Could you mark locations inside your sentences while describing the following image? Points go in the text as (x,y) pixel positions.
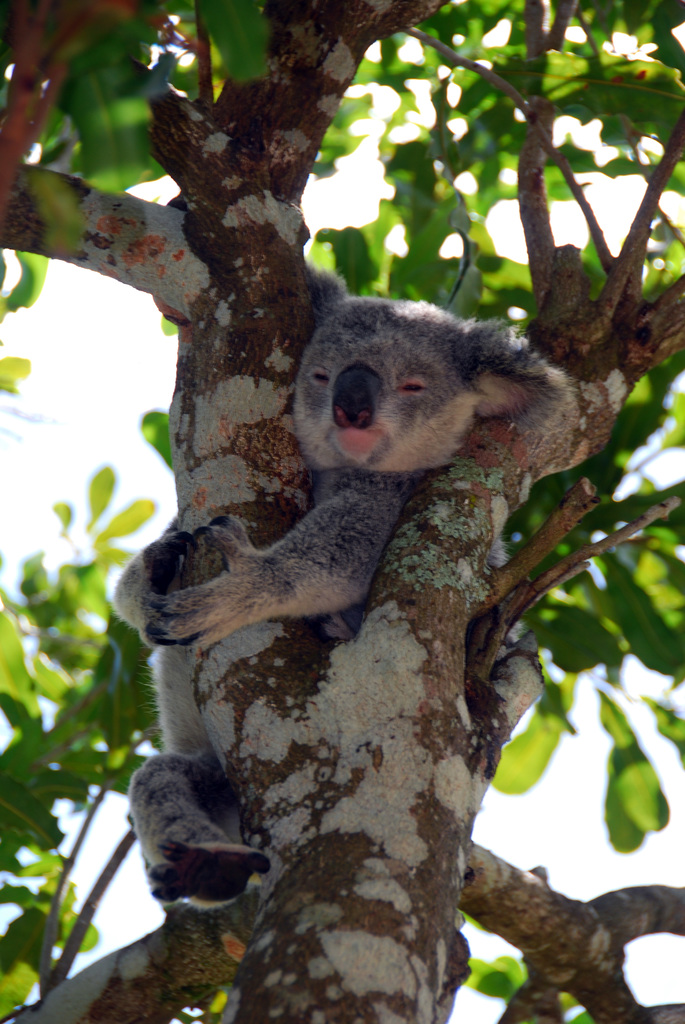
This image is taken outdoors. In this image there is a tree (362,885) with green leaves (626,754), branches (262,202) and stems (352,959). In the middle of the image (357,435) there is a koala (348,553) on the tree (314,826).
